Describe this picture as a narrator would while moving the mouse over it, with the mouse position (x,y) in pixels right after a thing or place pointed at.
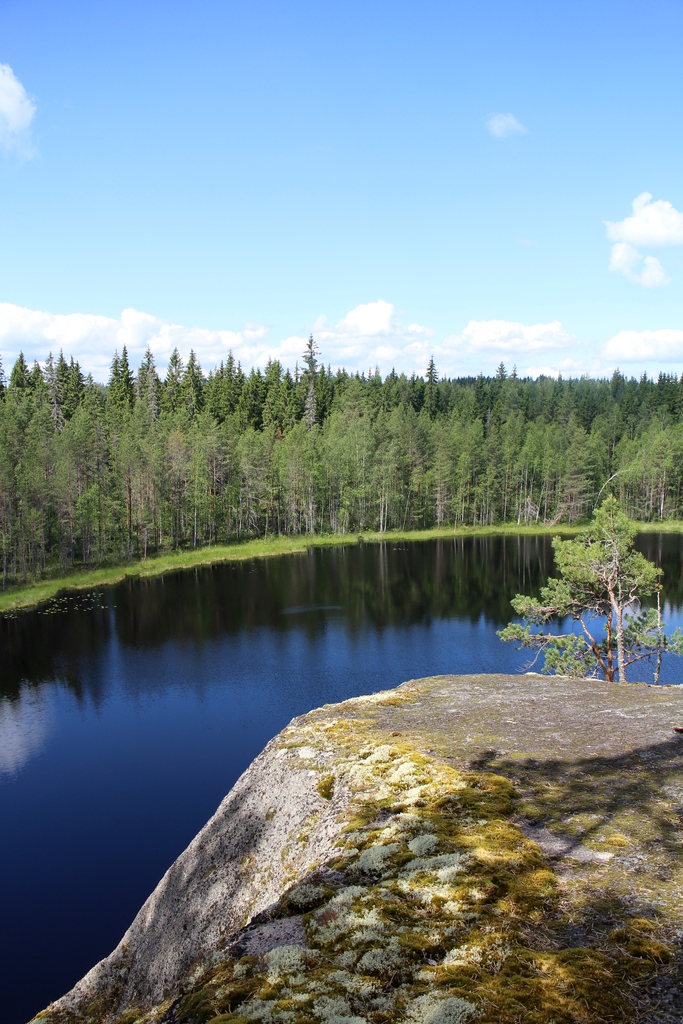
In the picture I can see rocks (668,722), trees (546,639), water (283,638) and the blue color sky (205,7) with clouds (513,325) in the background (596,94).
